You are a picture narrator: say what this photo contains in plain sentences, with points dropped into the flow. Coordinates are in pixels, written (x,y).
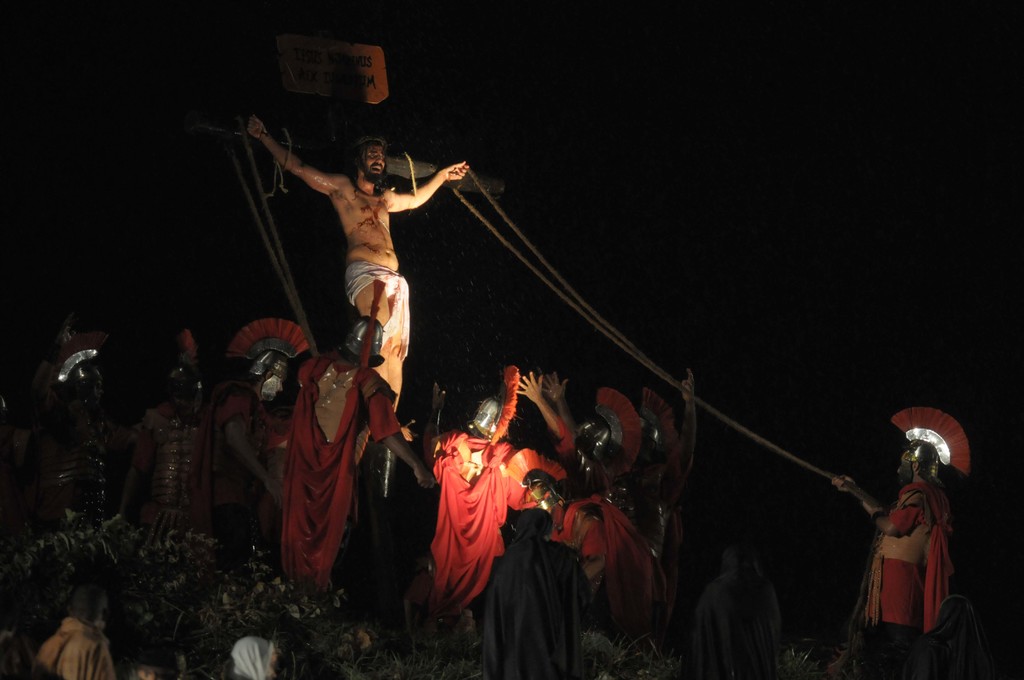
There is a person (354,210) on a cross (330,148). On the cross (345,129) there is a board (319,65) with something written. Also there are ropes (270,224) on the cross (253,140). Two person (878,523) are holding the ropes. Near to the cross (342,145) there are many people (459,439) standing and wearing helmets (270,393). Also there are plants (430,655). In the background (711,251) it is dark.
